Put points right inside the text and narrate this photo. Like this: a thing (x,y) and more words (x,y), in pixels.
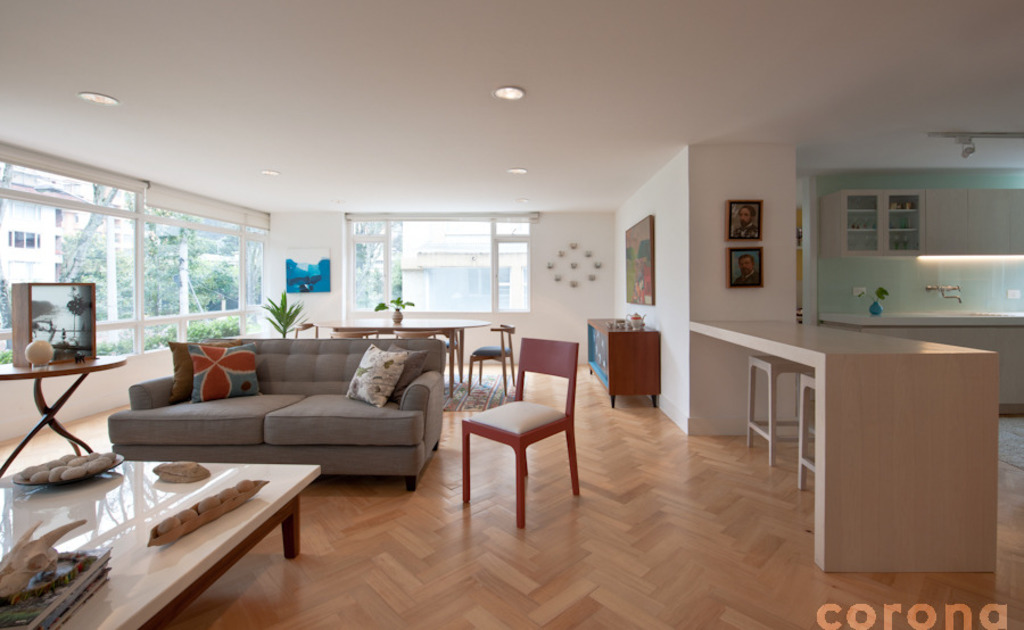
This picture is clicked inside the room (372,499) and in the middle of the picture (408,351), we see sofa (315,369) in which four cushions (239,352) are placed. On the left bottom of this picture (105,486), we see a table (114,588) on which books (72,575) and some stones (108,466) are placed. Beside that, we have a table (46,371) and behind the table (61,368), we have glass (111,262). From glass (32,262), we can see a building (37,260) and trees (126,295). On background of this picture (383,331), we see a table (436,327) and chairs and also windows (432,264) with curtains (460,214). On the right corner of this picture (811,339), we have table (811,325), behind that we have a wall (750,166) on which photo frames (751,249) are placed and on the right of it, we have cupboard (925,244) and sink (954,295).
